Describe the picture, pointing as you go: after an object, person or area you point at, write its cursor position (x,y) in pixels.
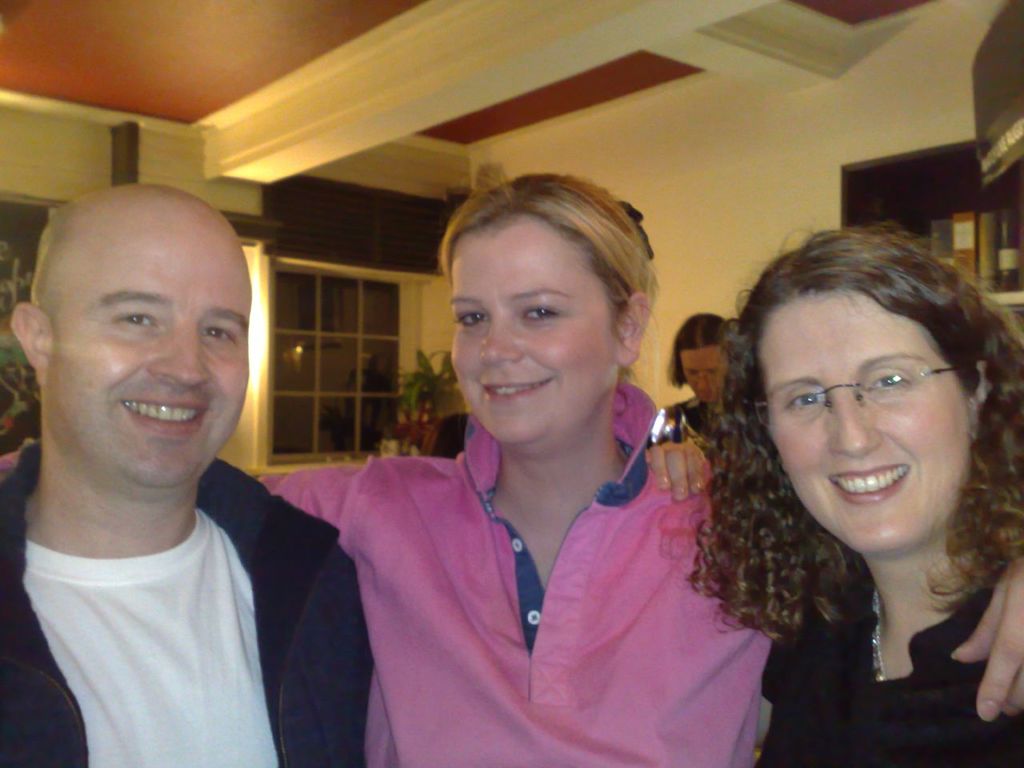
In the center of the image (391,478) we can see three people (478,422) are standing and smiling. In the background of the image (922,153) we can see a door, window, light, plant (416,427), rack (1021,201) and a lady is standing. In the rack (873,192), we can see the files (943,224). At the top of the image (589,7) we can see the roof (638,21).
